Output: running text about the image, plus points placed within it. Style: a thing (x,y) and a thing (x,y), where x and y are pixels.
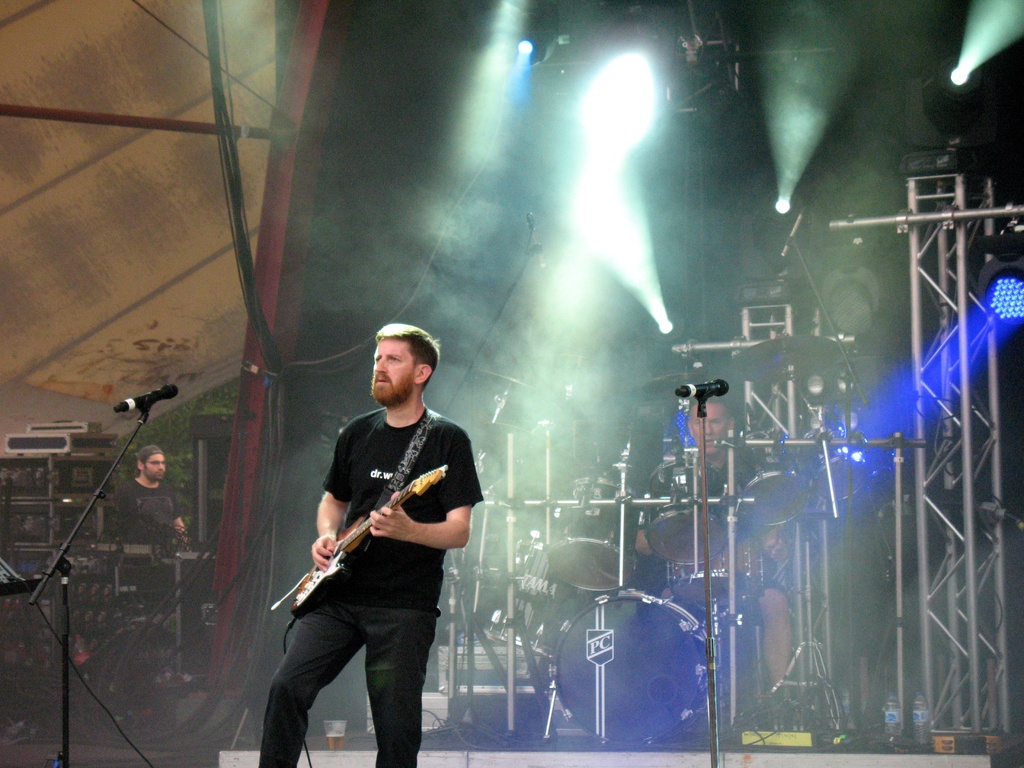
In this image we can see a man (467,463) standing in the center (467,447) and he is playing a guitar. In the background (652,304) we can see a man (650,467) playing a snare drum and there is a lighting arrangement (592,167).
